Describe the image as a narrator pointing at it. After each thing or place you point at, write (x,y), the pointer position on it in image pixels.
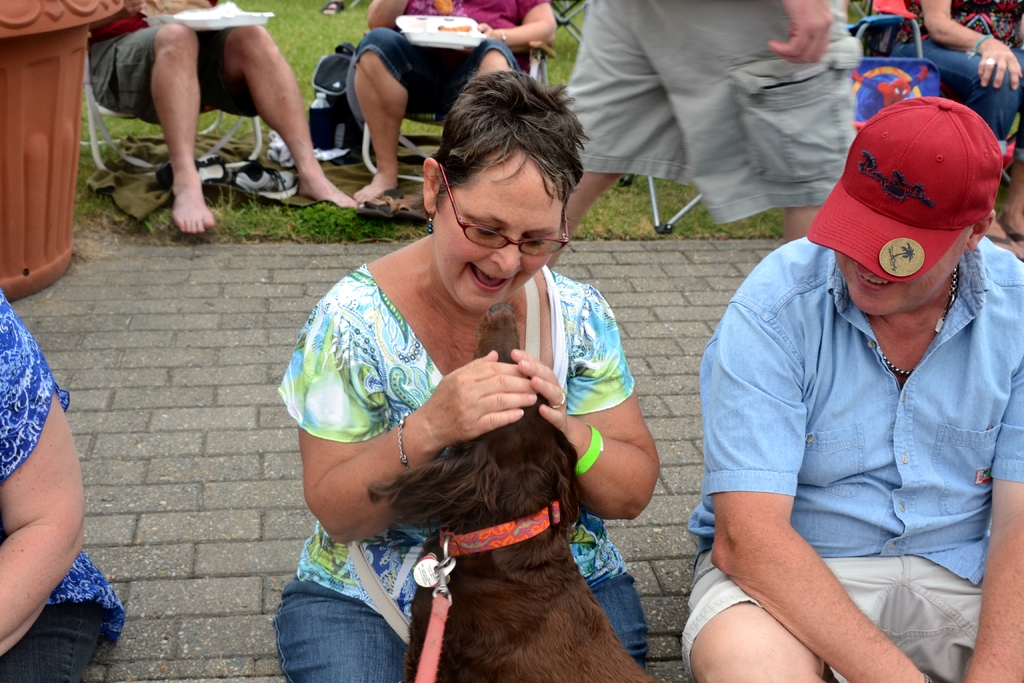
In this image there is a woman (349,464) in the middle (343,413) who is holding the dog (480,619) with her hand (506,401). To the right side (732,430) there is a man (854,403) who is sitting beside her. At the background (333,194) there are people (177,62) sitting and eating the food (453,30) which is in the plate (439,26) and there is a floor (246,345) in between them.
